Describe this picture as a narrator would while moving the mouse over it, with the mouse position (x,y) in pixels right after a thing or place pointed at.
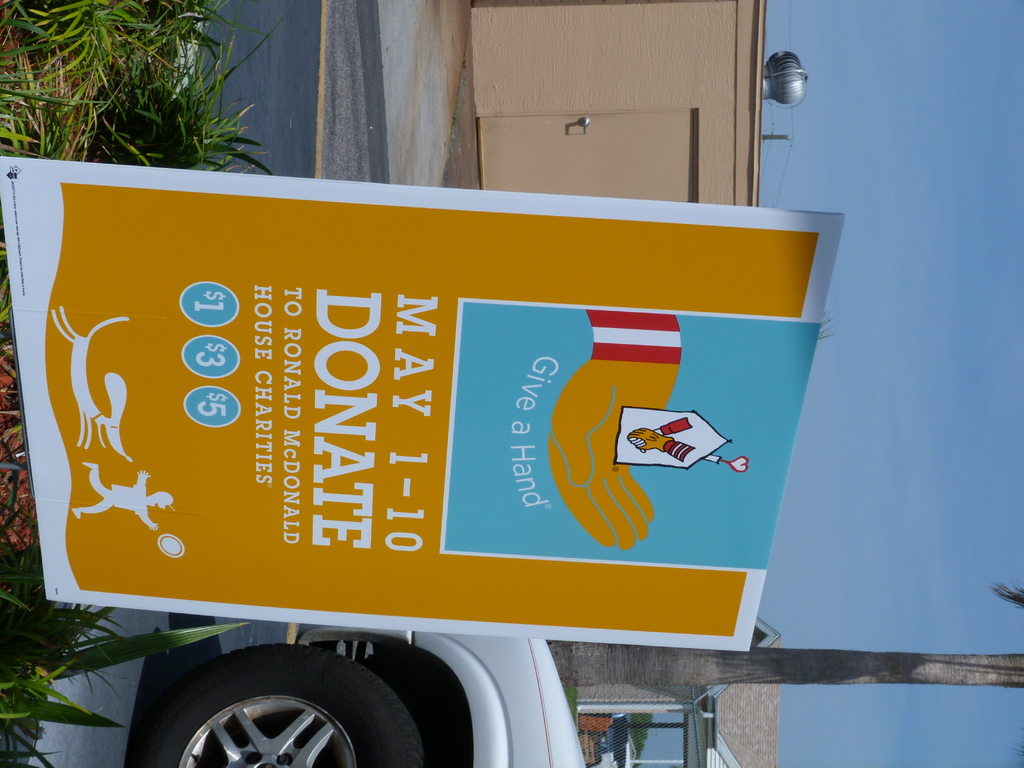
At the bottom of the image (342,649) there is a car (285,724). Beside the car (285,724) there is a poster (428,372) with few images (549,429) and something written on it. Behind the poster (275,451) there is grass (204,101) and also there is a road (253,86). There are houses (630,139) with walls (724,128), doors (540,141), roofs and glass windows (617,712). On the right side of the image (921,298) there is a sky (903,391).
